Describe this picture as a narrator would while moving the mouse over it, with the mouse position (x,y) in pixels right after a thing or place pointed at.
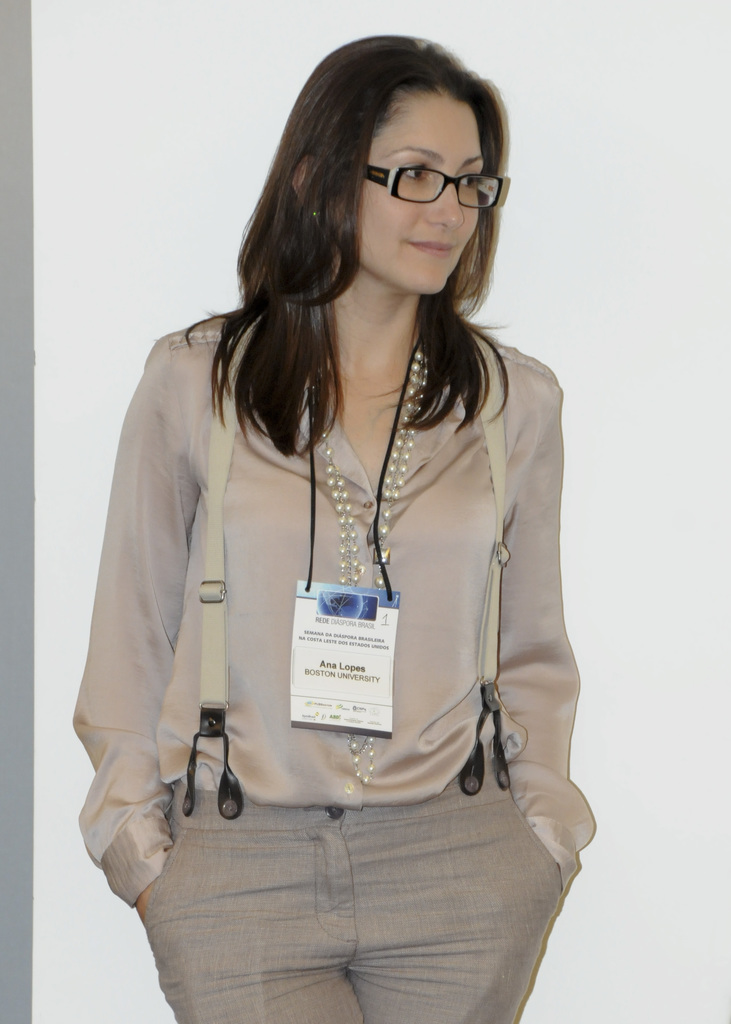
In this image we can see a woman (395,652) standing and wearing an id card (347,624).
